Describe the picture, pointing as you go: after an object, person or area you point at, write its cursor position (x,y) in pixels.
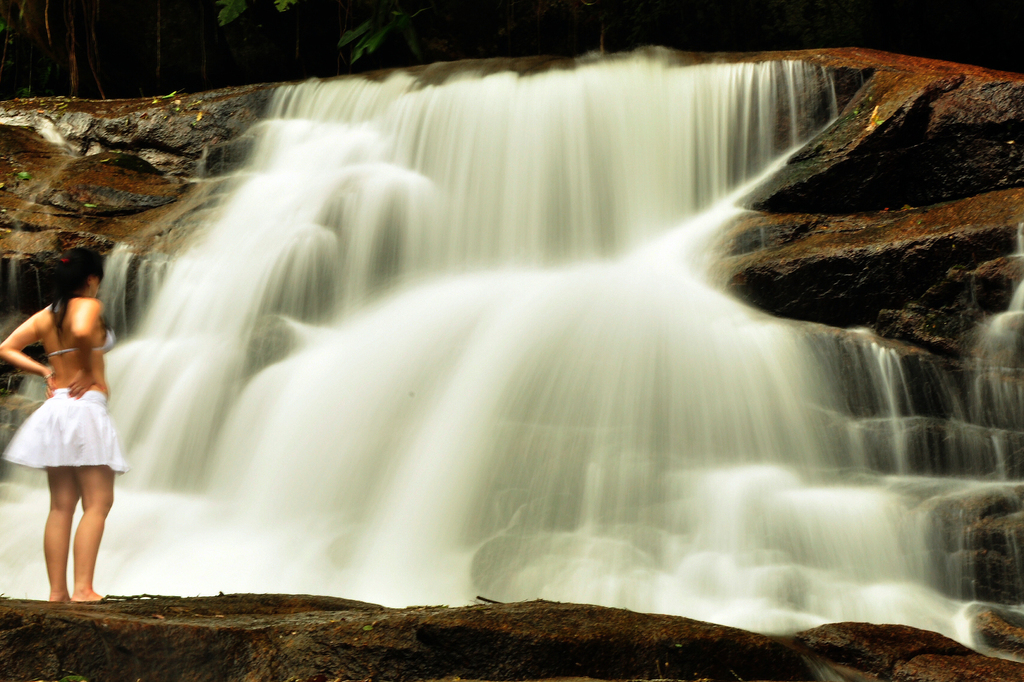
In the image we can see a girl (51,403) standing, wearing clothes (65,405). This is a waterfall (426,374), stones (79,194) and leaves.
